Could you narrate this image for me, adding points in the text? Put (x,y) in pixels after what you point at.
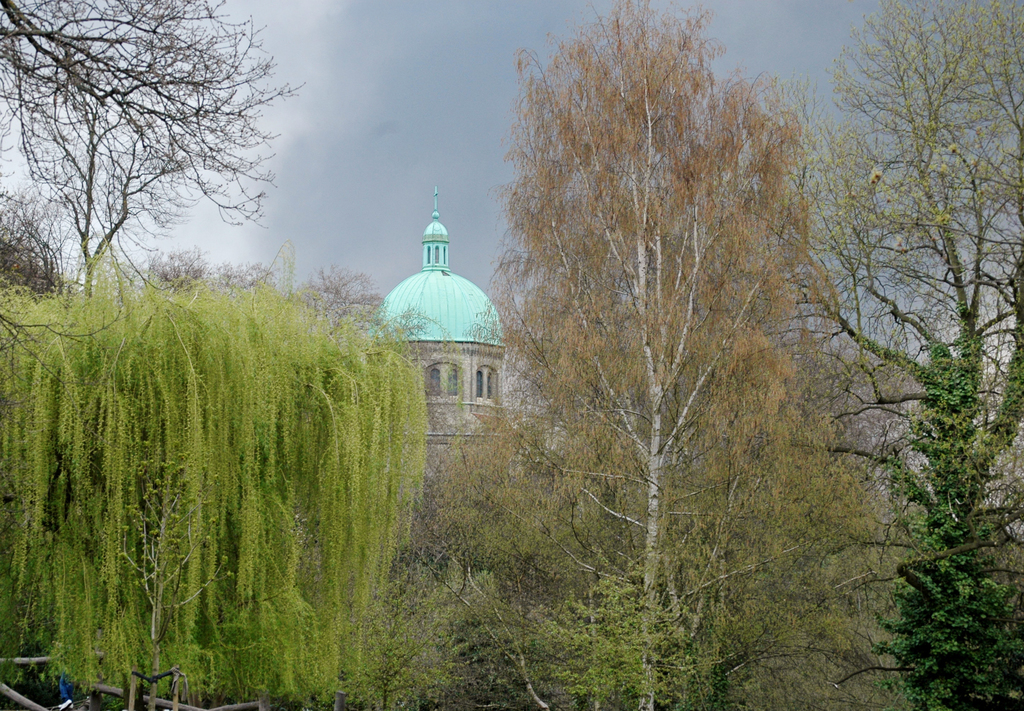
In this image we can see some trees (713,507), wooden objects (134,679) and other objects (174,675). In the background of the image (457,373) there is a building (495,326) and the sky (288,125).
